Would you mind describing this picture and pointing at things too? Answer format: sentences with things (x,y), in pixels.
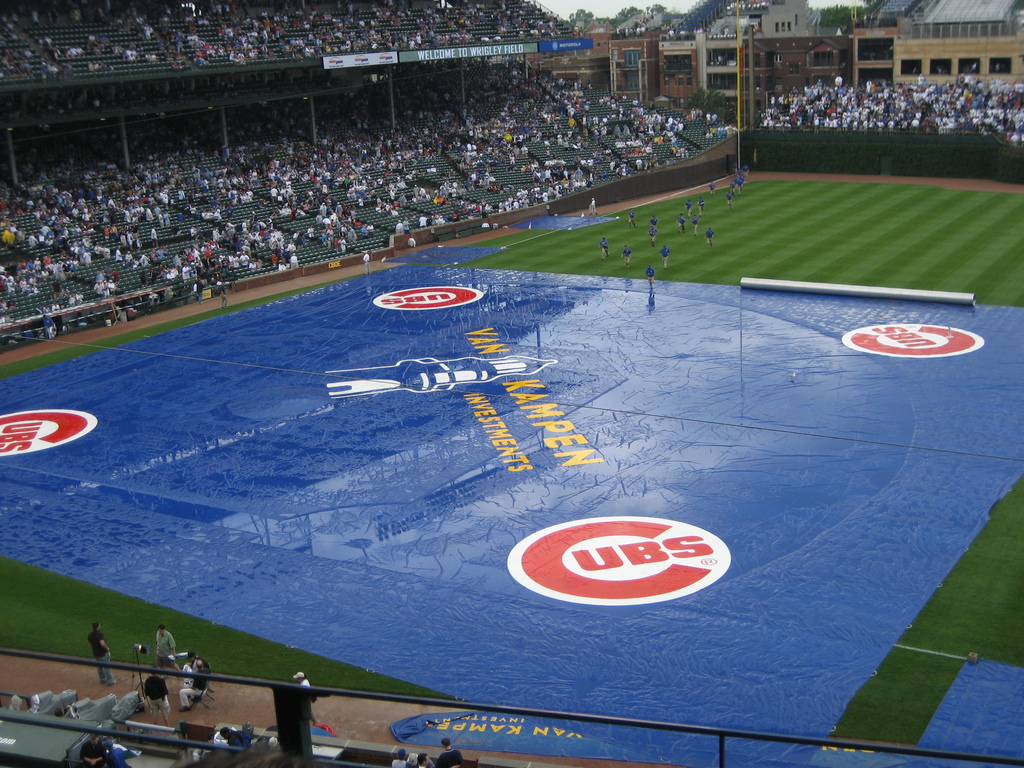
This image looks like a stadium (431,73), in this image we can see a few people (242,733), among them some people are walking on the ground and some people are sitting on the chairs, in the background (687,49), we can see the buildings (676,55), windows (967,69), trees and the sky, there are some boards (533,45) with text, on the ground (613,306) we can see a camera stand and some other objects (611,289).
